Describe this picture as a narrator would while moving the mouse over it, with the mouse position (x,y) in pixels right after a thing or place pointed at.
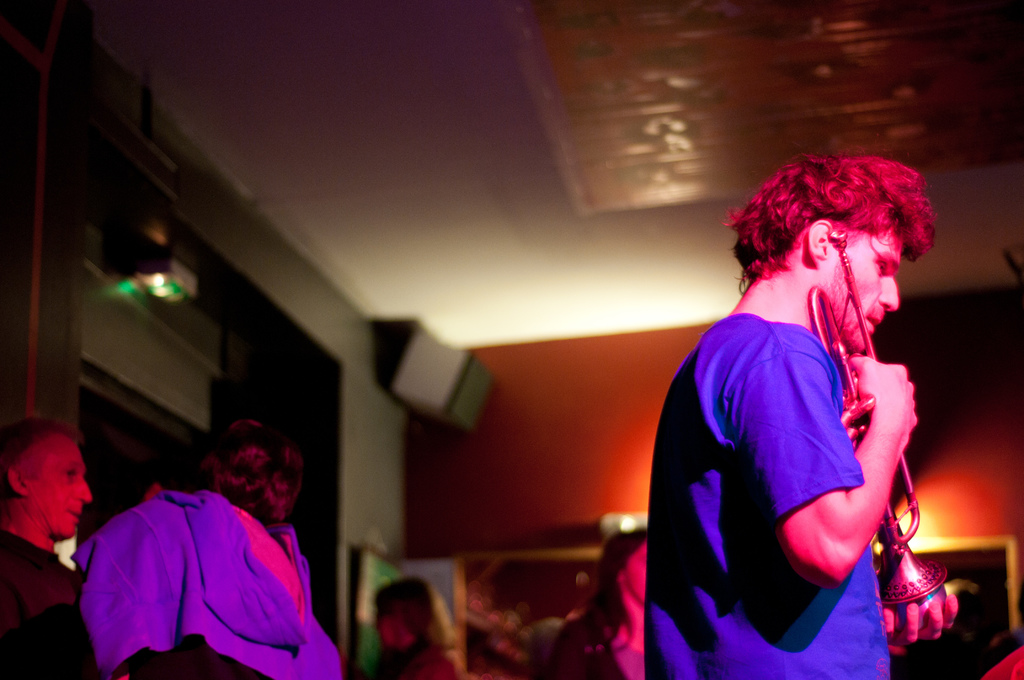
In this image I can see group of people (746,578). In front (828,533) the person (831,434) is holding the musical instrument (895,614) and the person (864,554) is wearing blue color shirt (817,651). In the background (1010,567) I can see few frames (984,608) attached to the wall (579,447) and the wall (574,414) is in brown color.
